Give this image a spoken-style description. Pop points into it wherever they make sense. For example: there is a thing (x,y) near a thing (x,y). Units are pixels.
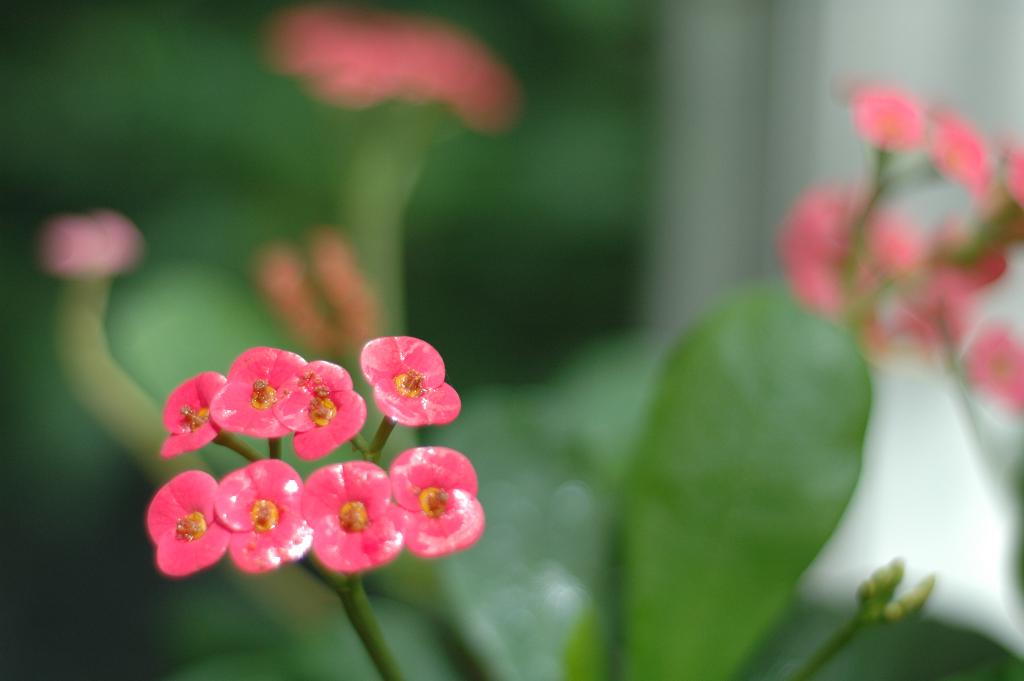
This is a zoomed in picture. On the left (321,522) we can see the flowers (366,507). In the background (757,408) there is a plant (612,387) and some other objects (804,189).
